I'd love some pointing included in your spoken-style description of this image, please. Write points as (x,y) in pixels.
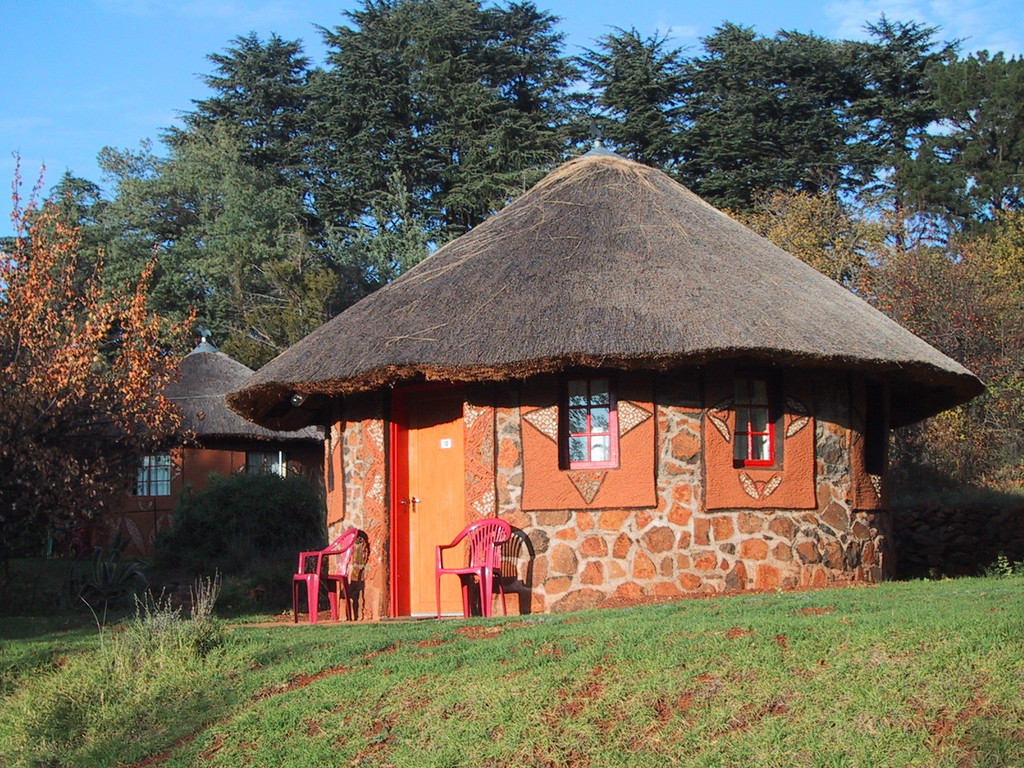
In this image, we can see huts (369,331), trees (775,52), chairs (461,573), a door (435,492) and we can see windows (579,466). At the top (575,52), there are clouds (689,32) in the sky (671,26) and at the bottom (468,654), there is ground (376,684) covered with grass (281,670).
